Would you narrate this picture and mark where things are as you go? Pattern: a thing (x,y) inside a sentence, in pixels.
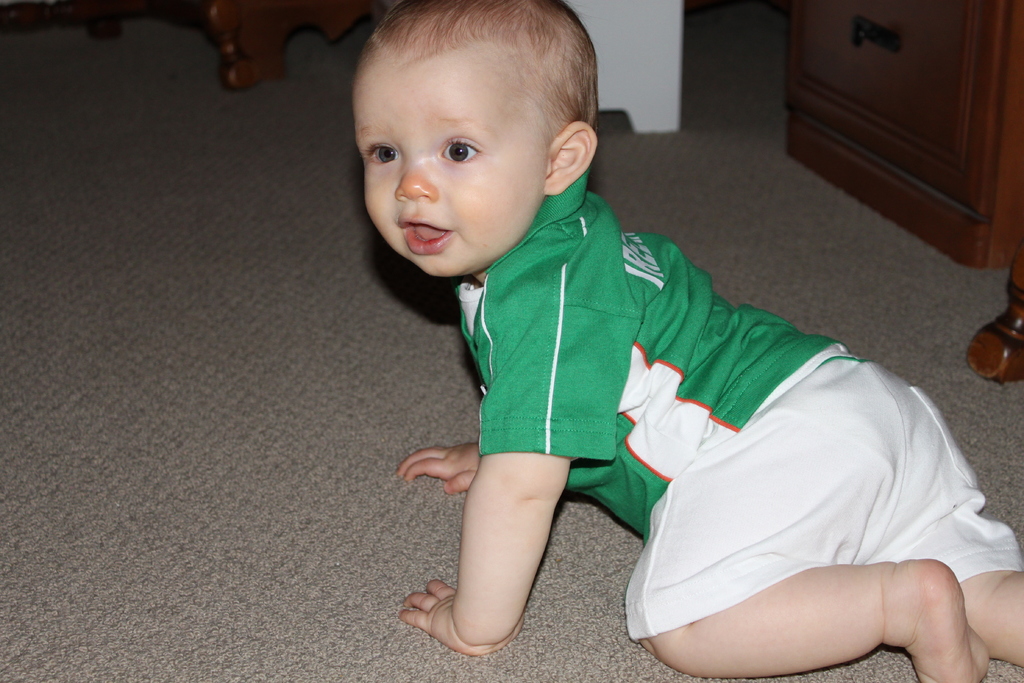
In this picture I can see a baby (684,459) is crawling on the carpet (176,290). At the top of the image (863,123) there are wooden objects (913,74).
